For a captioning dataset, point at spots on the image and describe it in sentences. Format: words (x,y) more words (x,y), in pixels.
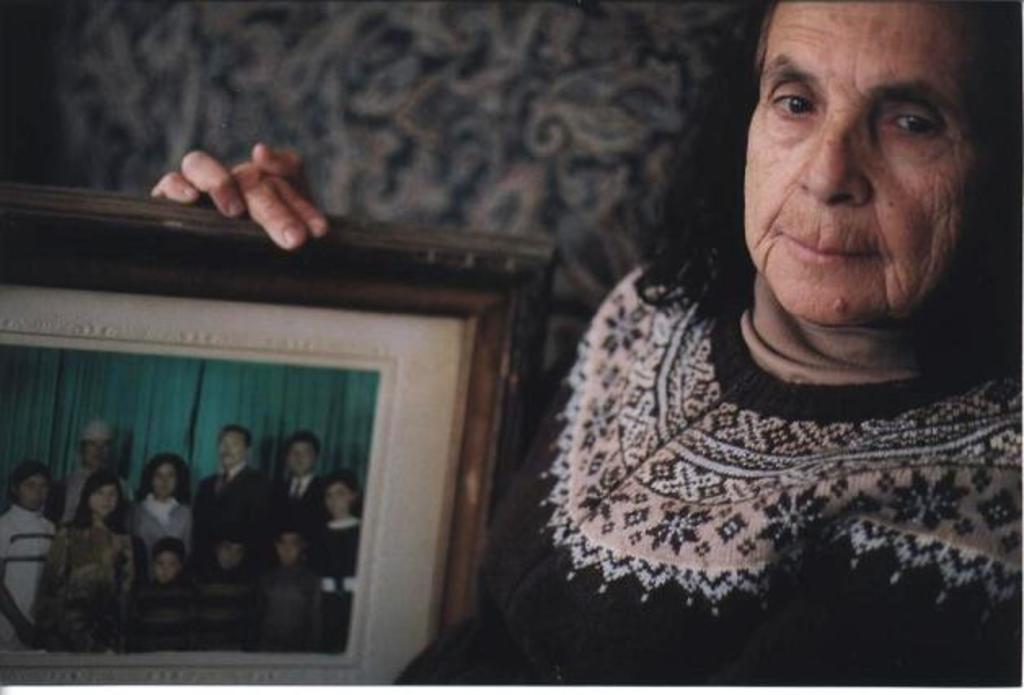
In the image a woman (814,82) is standing and holding a photo frame (242,215). Behind her there is wall (496,201).
